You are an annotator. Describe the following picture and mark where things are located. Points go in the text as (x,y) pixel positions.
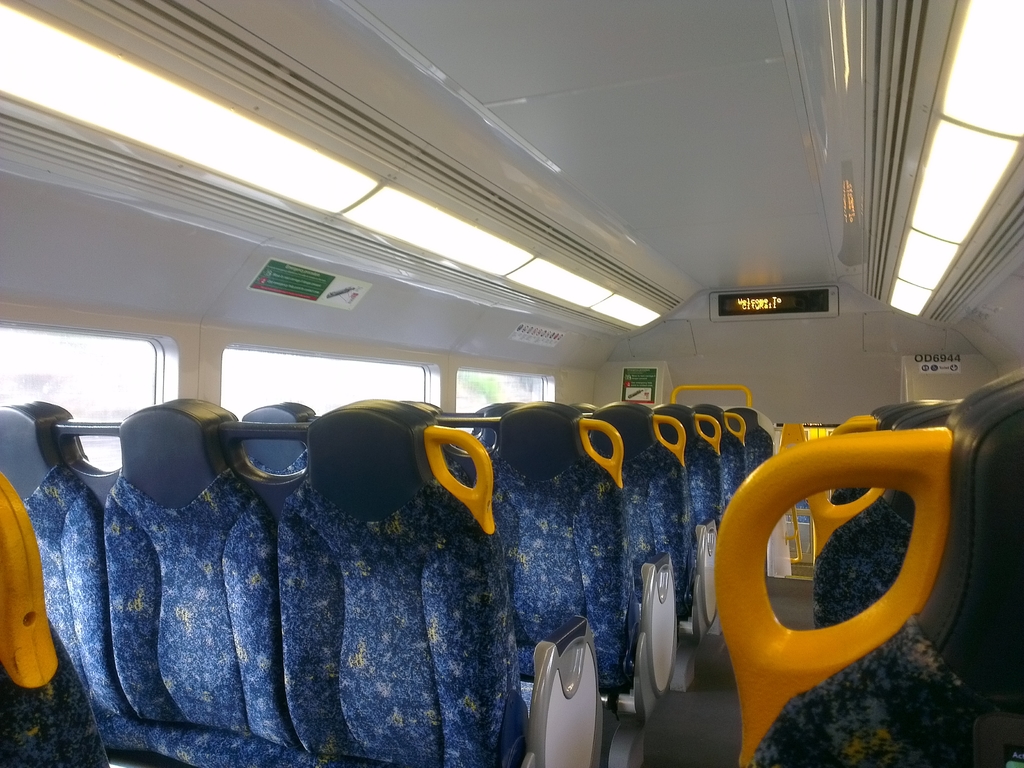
This image is clicked inside a vehicle (671,385). There are seats (539,554) inside the vehicle (625,265). There are lights (461,231) to the ceiling (862,238). There are papers (334,285) sticked on the wall (657,384). There is a digital display board (756,300) on the wall (702,300). Beside the seats (168,437) there are windows (89,410).
